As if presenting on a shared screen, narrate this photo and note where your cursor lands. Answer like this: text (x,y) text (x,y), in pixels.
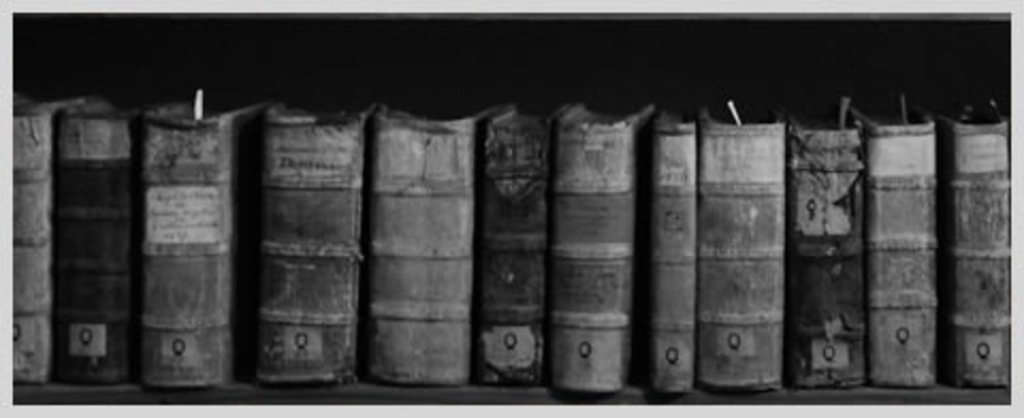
This is a black and white image. In this image we can see books (318,217) arranged in the rows (318,302).
